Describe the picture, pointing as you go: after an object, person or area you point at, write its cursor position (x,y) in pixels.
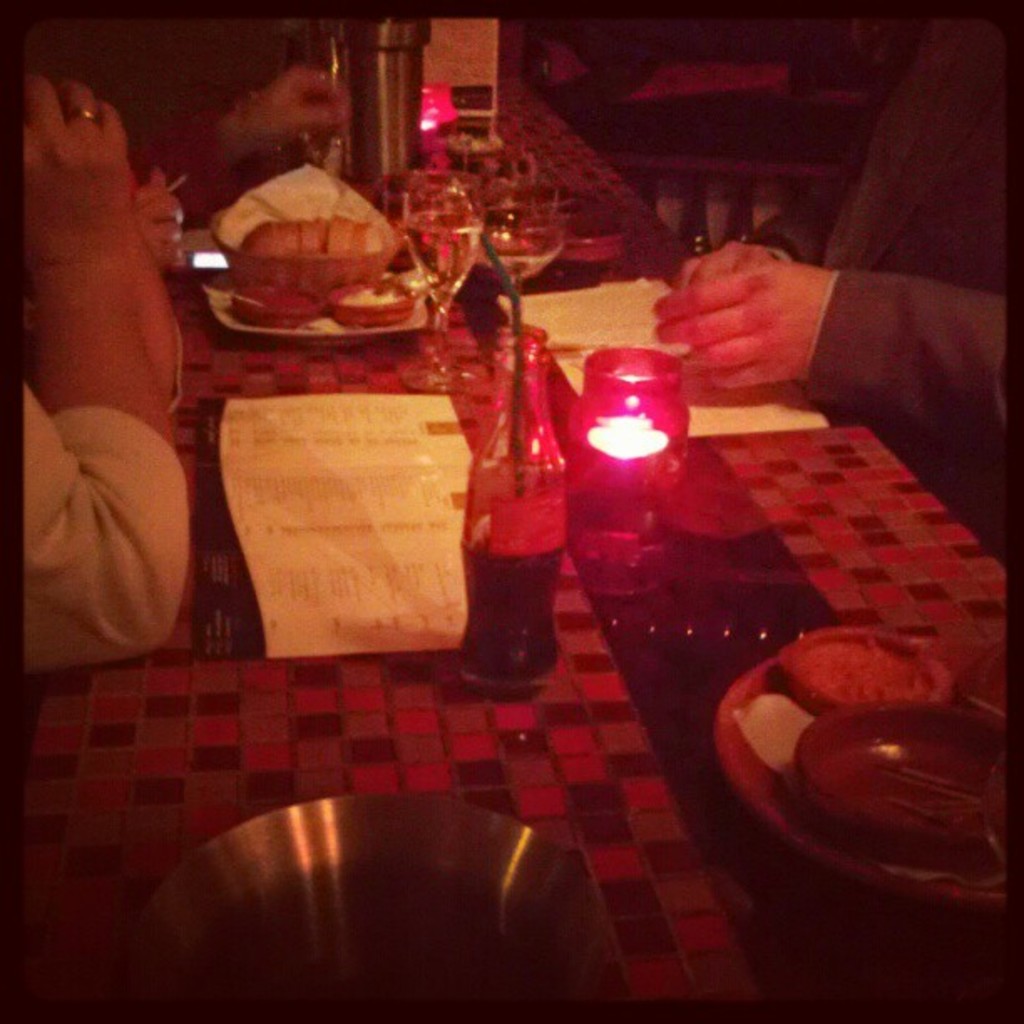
There are few persons (1000,377). We can see table (562,578). On the table (782,514) we can see bottle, lamp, paper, tray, bowl (398,309), food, plate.
